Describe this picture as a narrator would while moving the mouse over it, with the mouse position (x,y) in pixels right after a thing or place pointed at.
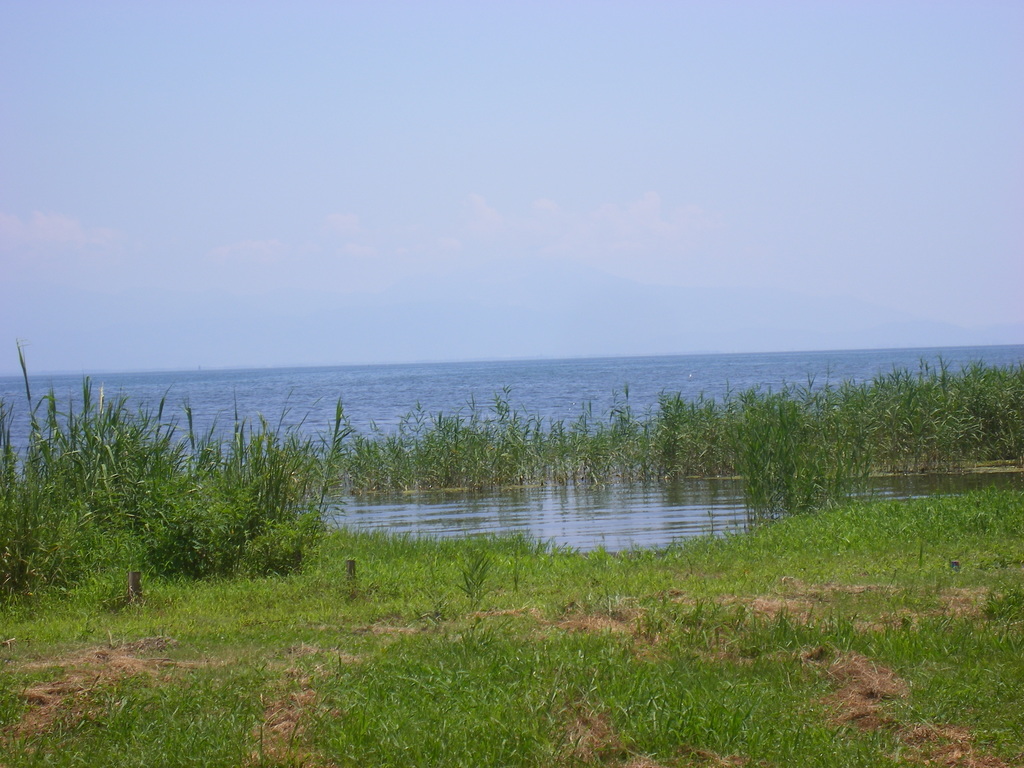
In this image, we can see plants (32,531), grass (567,629) and water (473,391). Background (170,177) there is the sky (537,264).
